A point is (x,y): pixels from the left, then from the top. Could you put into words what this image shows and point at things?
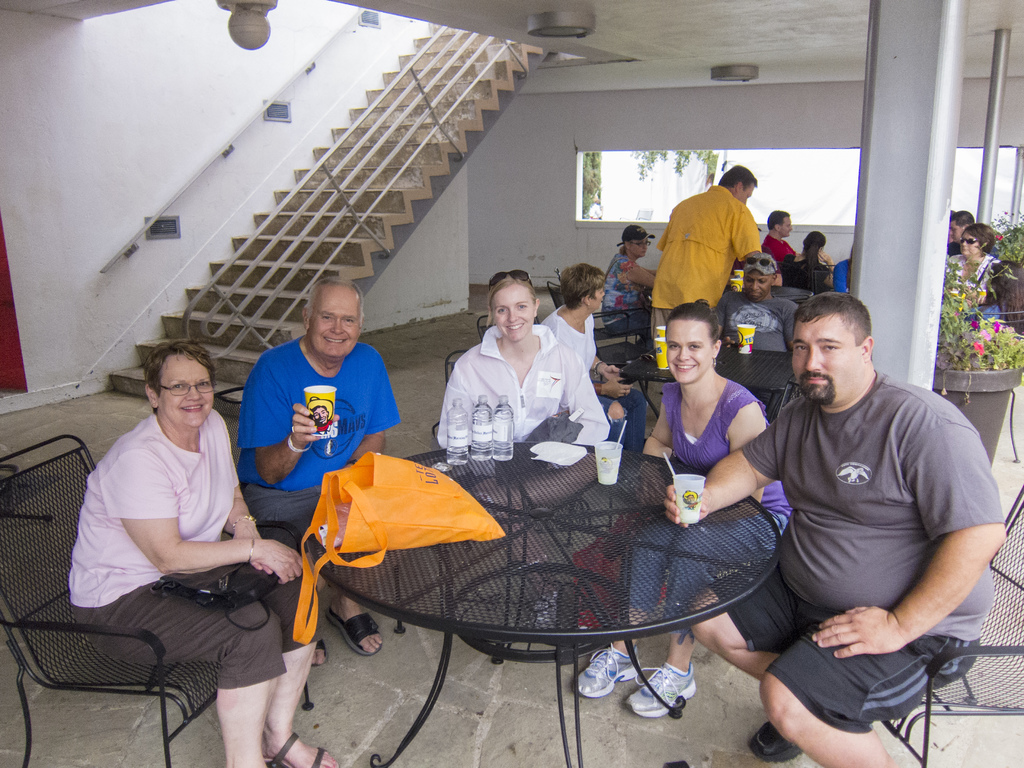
In this image i can see few people (683,379) sitting on chairs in front of a table (527,486), on the table (478,460) i can see few water bottles (477,446), a plate (572,451) and few cups (600,465). In the background (434,249) i can see few stairs (342,207), a wall (497,186), a pillar (876,290), few plants (952,326) and a person (697,259) standing.
